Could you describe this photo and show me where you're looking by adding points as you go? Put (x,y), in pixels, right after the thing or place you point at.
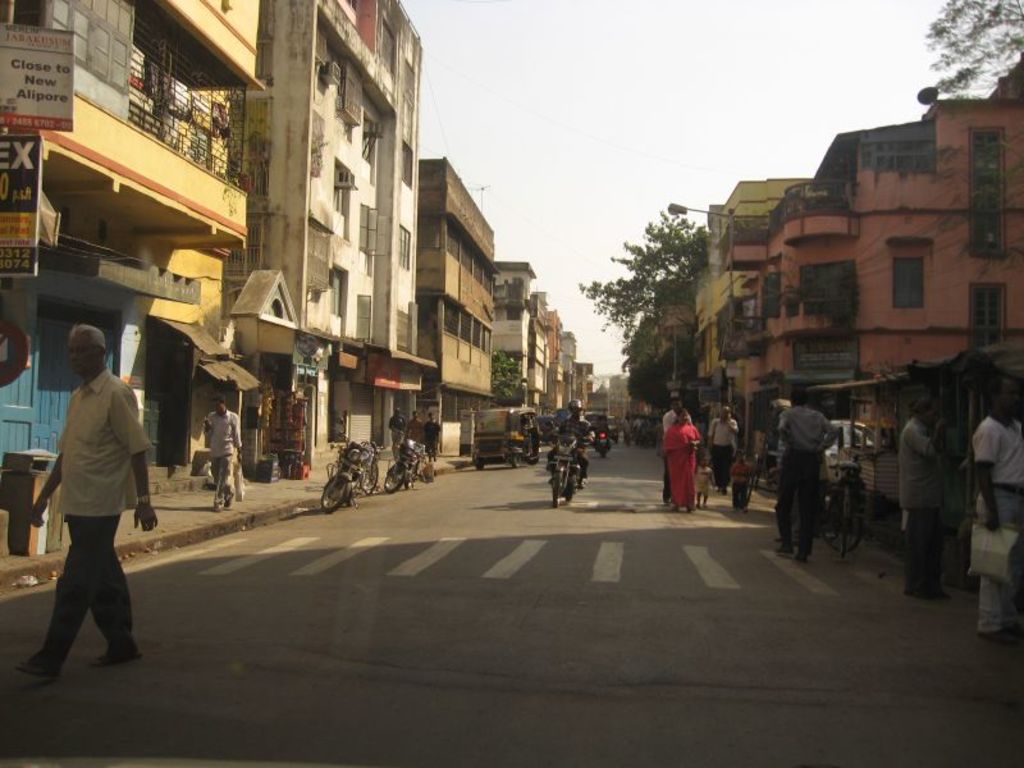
In this image there are vehicles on the road (621,520). There are people (1013,482) walking. There are buildings (216,279), boards (30,42), trees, light poles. At the top of the image (736,76) there is sky (692,66).
